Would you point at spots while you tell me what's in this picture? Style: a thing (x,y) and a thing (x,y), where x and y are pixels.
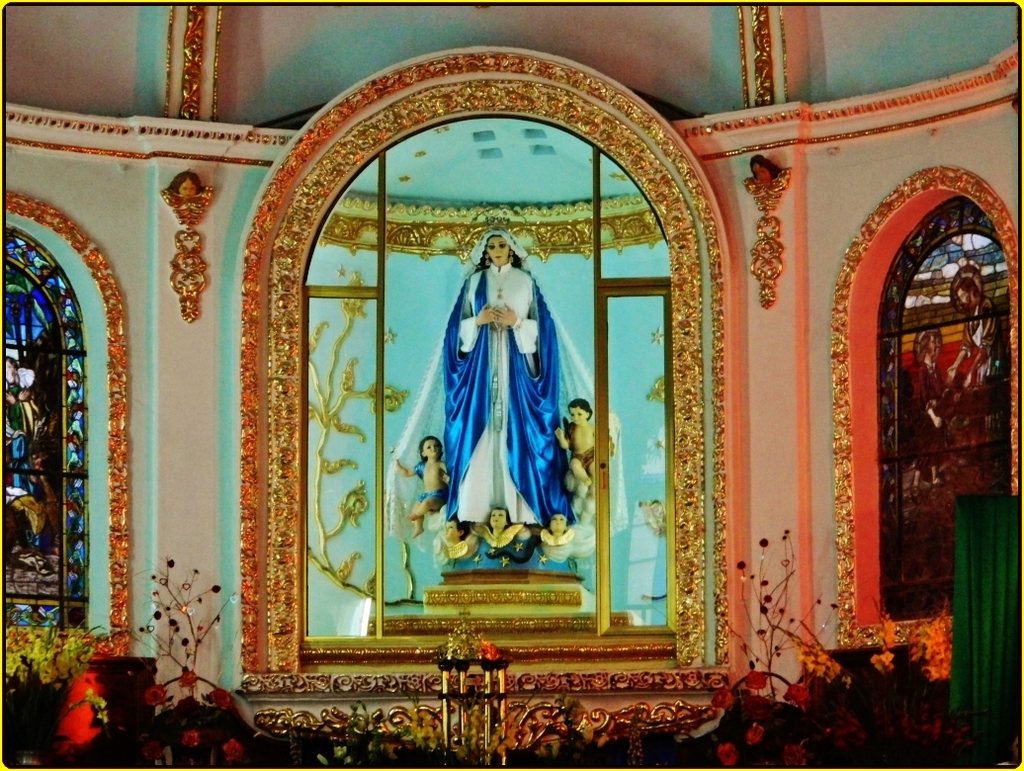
This picture describes about inside view of a church (432,358), in the church (740,380) we can find a statue (463,389) and stained glass (902,438) on the left (21,293) and right side of the image (900,374).
